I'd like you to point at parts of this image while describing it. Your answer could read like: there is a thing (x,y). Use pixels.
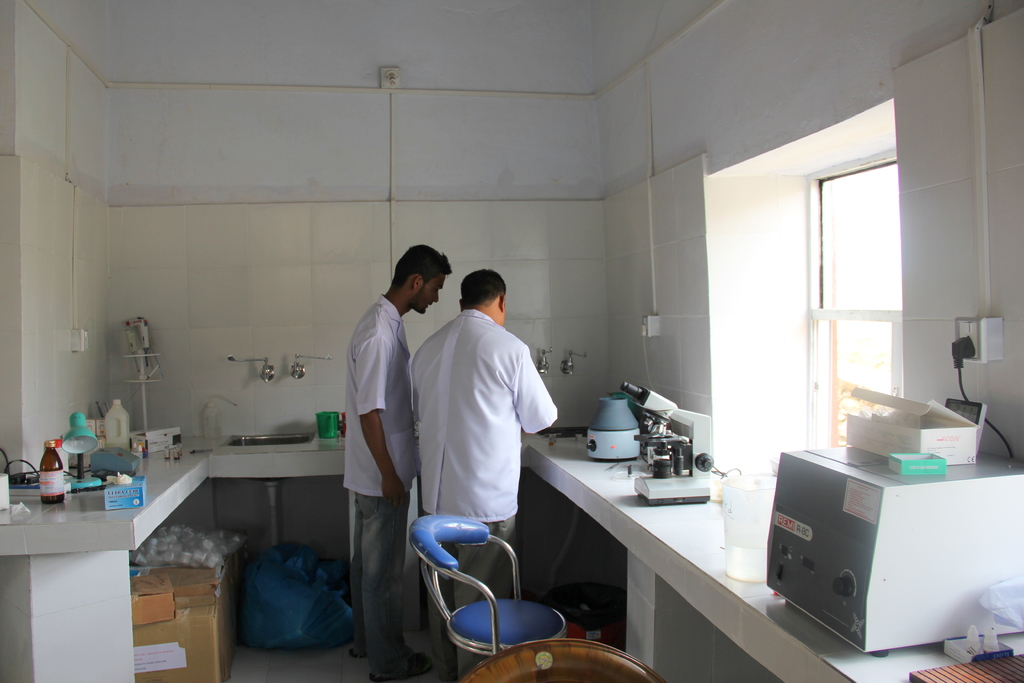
In this image, there is a lab (642,278). There are two persons (467,451) standing and wearing clothes (469,444). There is a chair (426,568) at the bottom of the image (500,630). There is a sink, window (846,292) and some machines (824,517) on the right side of the image (847,542). There is a sink (268,435), boxes (186,589) and some bottles (44,480) on the left side of the image (42,491).
